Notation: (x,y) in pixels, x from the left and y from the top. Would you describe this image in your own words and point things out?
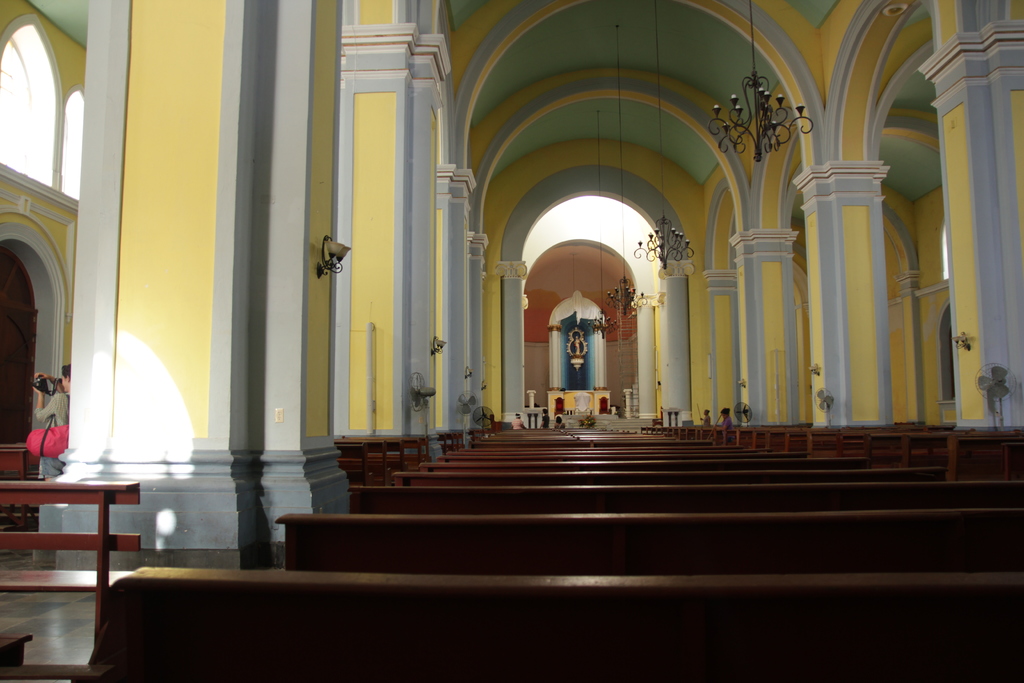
There is a church (556,31). There are benches (547,530). A person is present at the left (41,462). There are table fans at the right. There are pillars (451,289) and chandeliers (765,91) on the top (753,86).
